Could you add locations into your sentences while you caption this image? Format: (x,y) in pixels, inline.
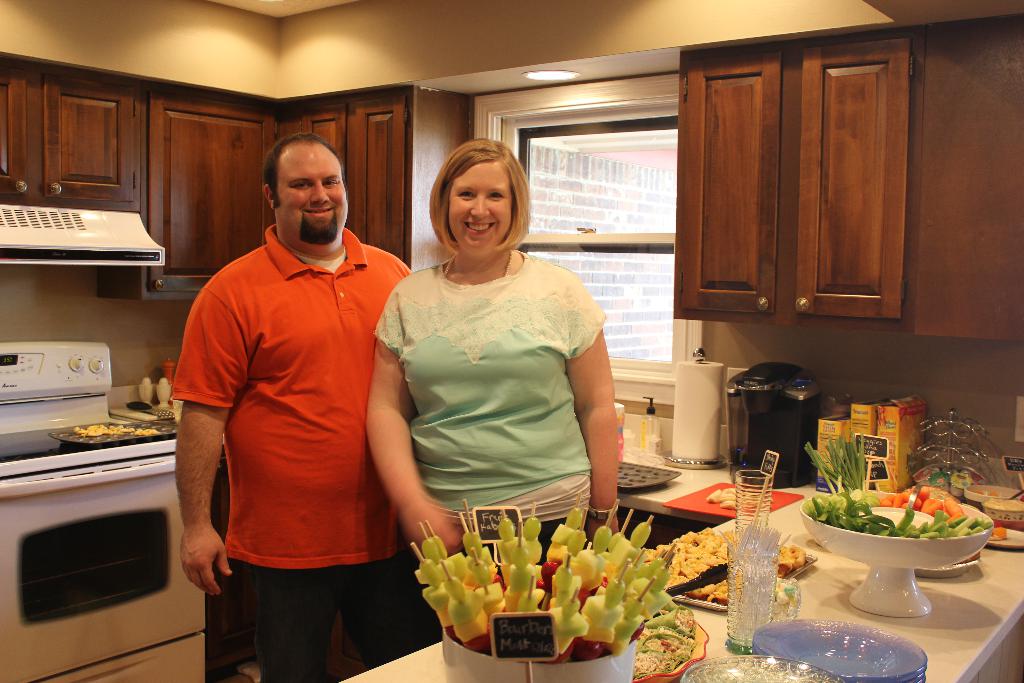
In this picture there is a man (208,462) and a woman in the center of the image (389,231) and there are cupboards (815,274) at the top side of the image (891,191) and there is a desk (1006,595) at the bottom side of the image (668,552), on which there are food items (685,552) and there is a stove (55,565) on the left side of the image (85,512).
